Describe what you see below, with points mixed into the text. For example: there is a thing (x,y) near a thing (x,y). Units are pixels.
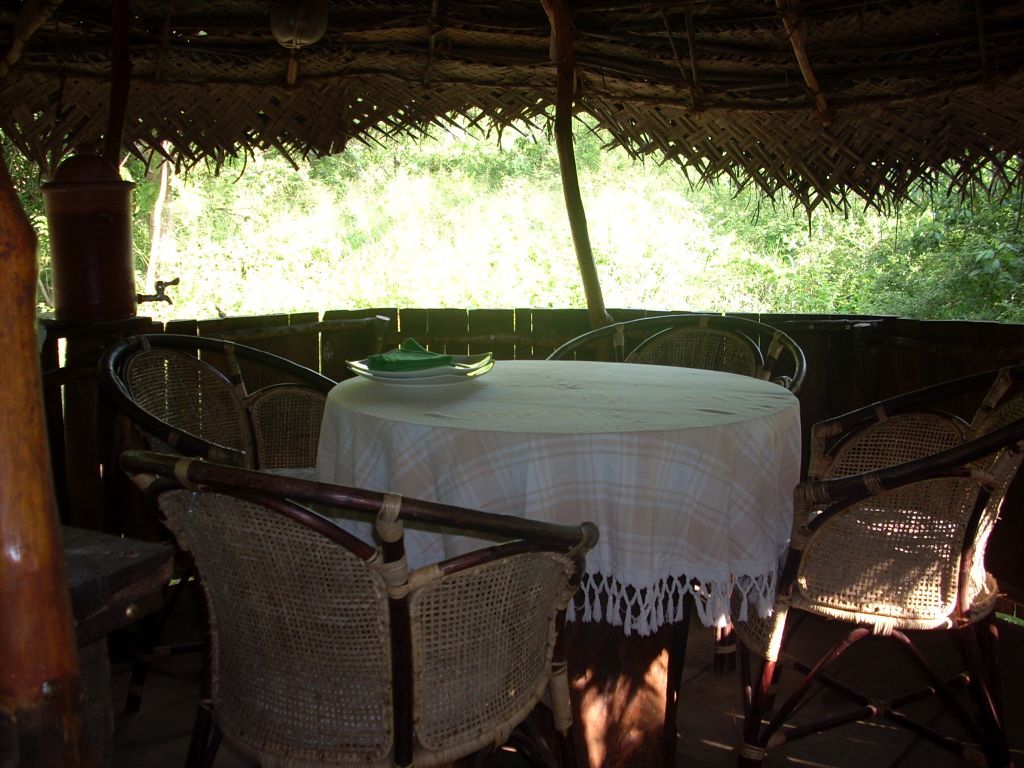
In this picture we can see a table (399,466) with a cloth (584,368) and plates (382,377) on it, chairs (157,477), hut (506,25), tap (171,284) and in the background (221,230) we can see trees (513,268).
